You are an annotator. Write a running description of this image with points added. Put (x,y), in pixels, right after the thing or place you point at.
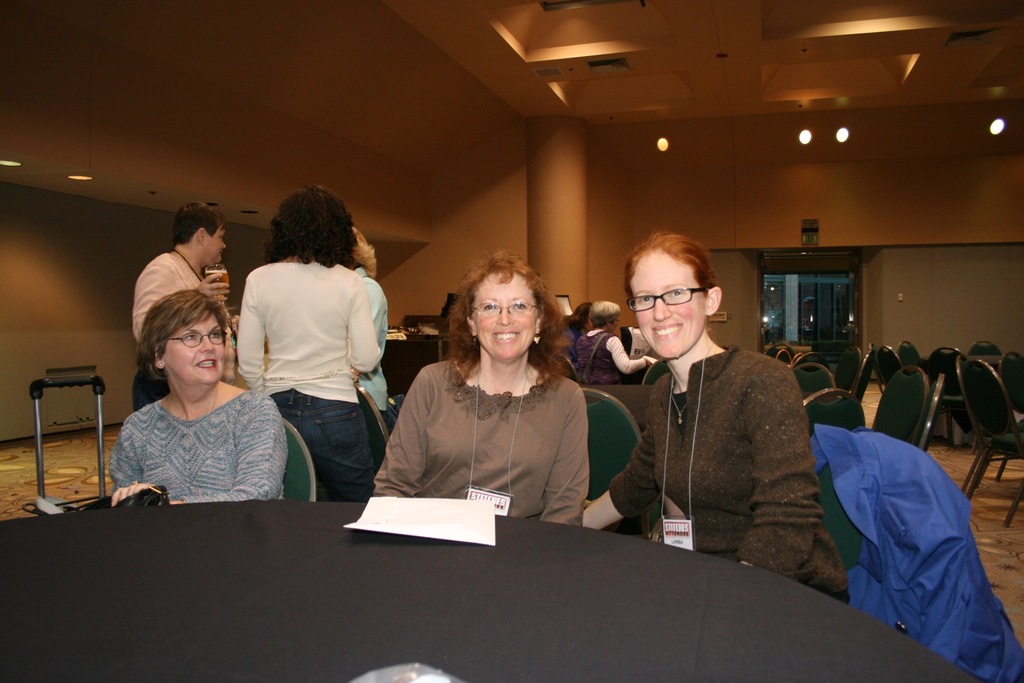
In this picture in the front (406,599) there is a table (556,616), on the table (371,554) there is a paper (428,522). In the center (495,419) there are persons (664,488) sitting and smiling and there are persons (276,305) standing. In the background (979,389) there are empty chairs (967,365), there are persons (317,296), there is a pillar (567,216) and there are lights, there is a wall (752,191) and on the left side (102,450) in the front (97,495) there is a luggage bag (34,386).
